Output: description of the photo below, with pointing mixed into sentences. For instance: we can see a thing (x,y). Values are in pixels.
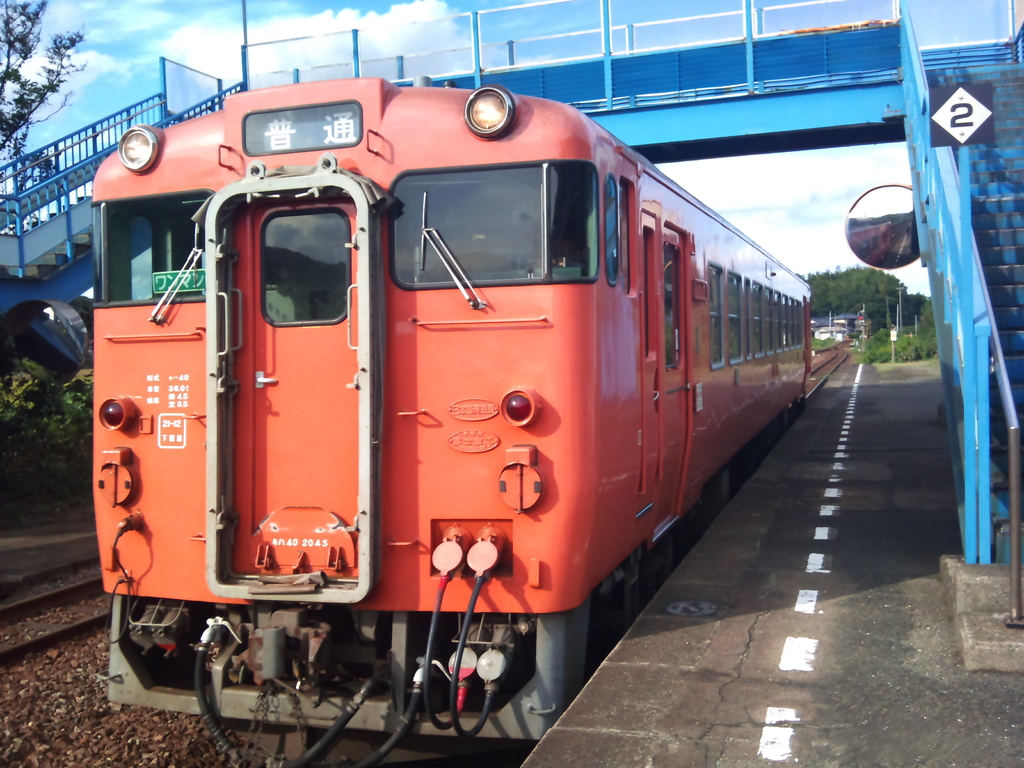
In this picture we can see a locomotive (545,378). On the right side of the locomotive (809,288), there is a platform (760,652). Behind the locomotive (447,95), there are trees (28,106), houses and the sky (454,5). At the top of the image (96,162), there is a passenger walkway (895,93) with stairs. On the left side of the image (46,617), there is a railway track (44,645).
